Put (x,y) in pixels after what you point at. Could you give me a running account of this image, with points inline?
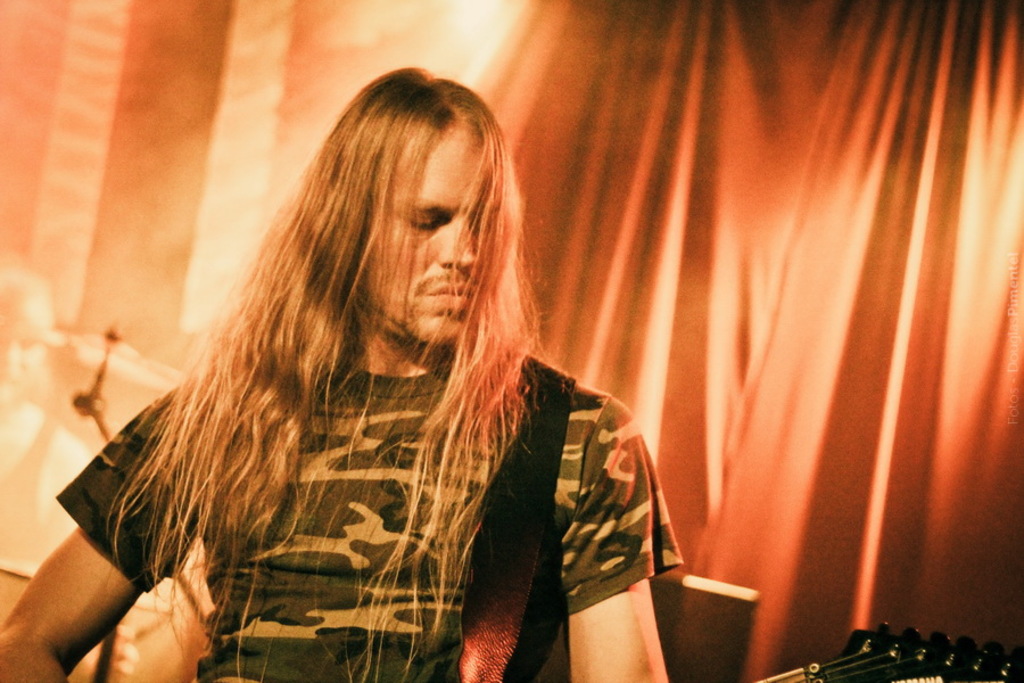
In this image we can see a man (455,529) holding musical instrument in the hands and there is a curtain (526,116) in the background (310,155).
